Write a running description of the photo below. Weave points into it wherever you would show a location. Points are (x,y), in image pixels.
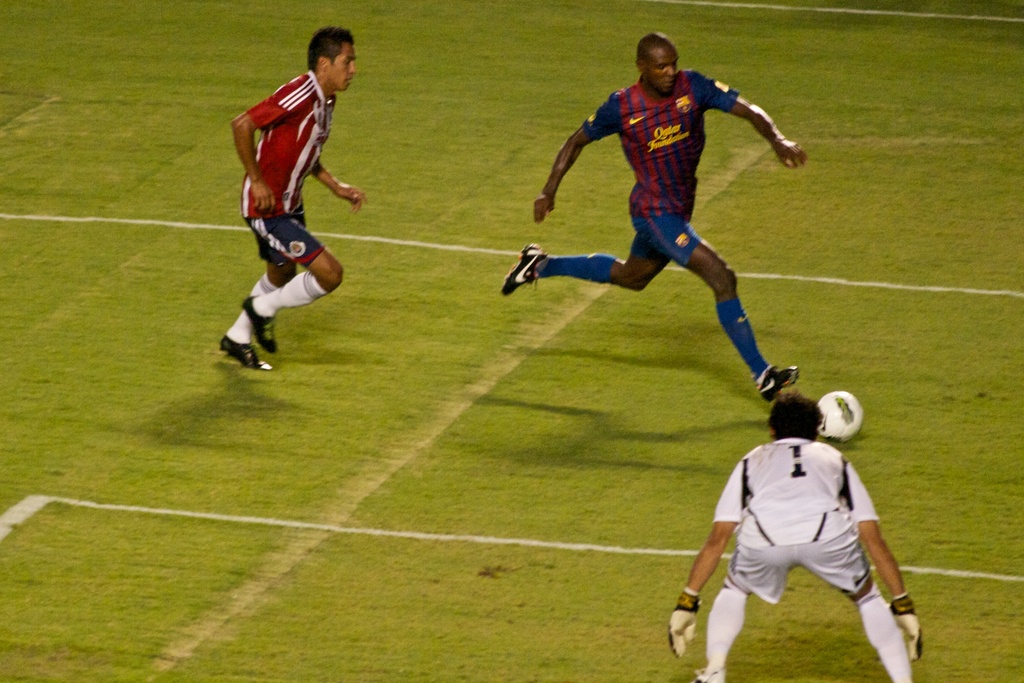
In this image I can see three persons (262,127) playing game, in front (812,511) the person (836,474) is wearing white dress (821,491) and the person (720,276) at back (664,208) wearing blue and maroon dress (640,208), and the person (272,191) at left (272,191) wearing red and white dress (295,194). I can also see ball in white color.
